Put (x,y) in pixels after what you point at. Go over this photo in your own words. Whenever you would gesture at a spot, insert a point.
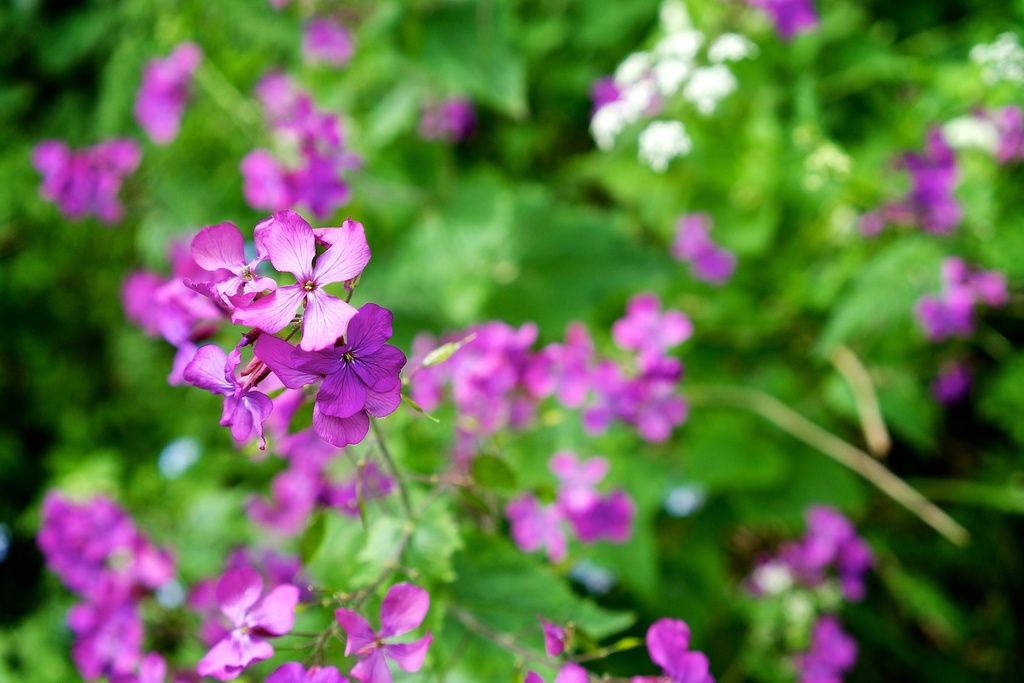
In this image there is a zoom in picture of some flowers (334,314) on the left side of this image (291,501).
